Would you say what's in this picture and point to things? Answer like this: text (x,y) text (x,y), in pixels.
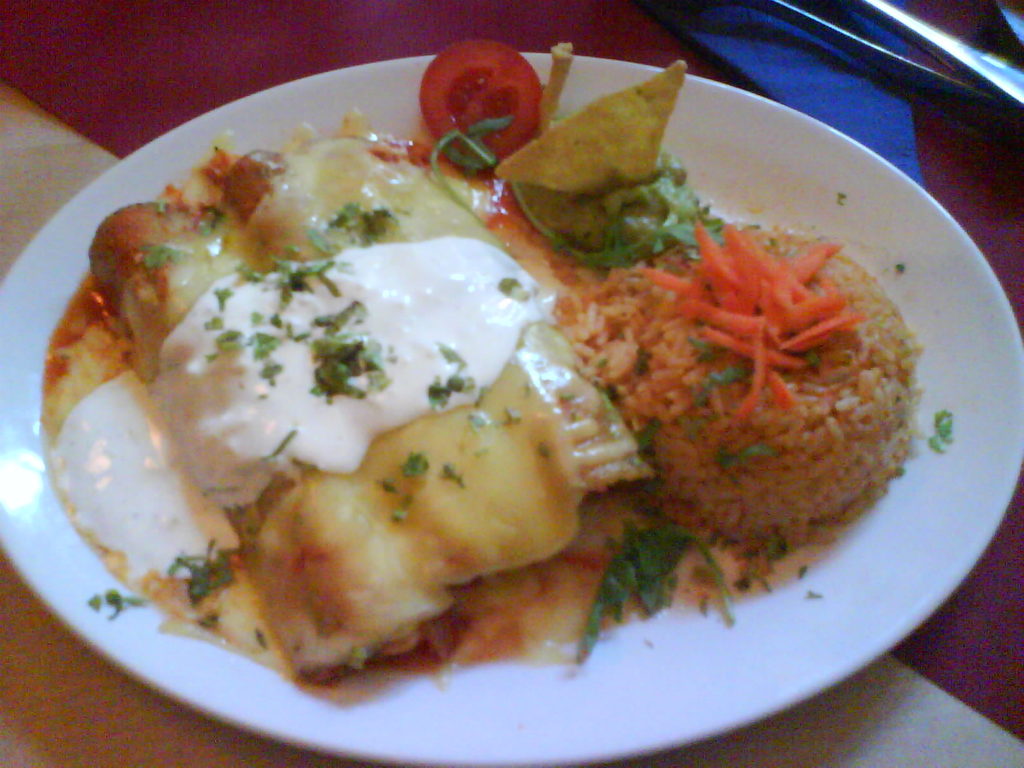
In this image, we can see a white color plate (246,98), we can see some food (244,155) on the plate (859,585).
